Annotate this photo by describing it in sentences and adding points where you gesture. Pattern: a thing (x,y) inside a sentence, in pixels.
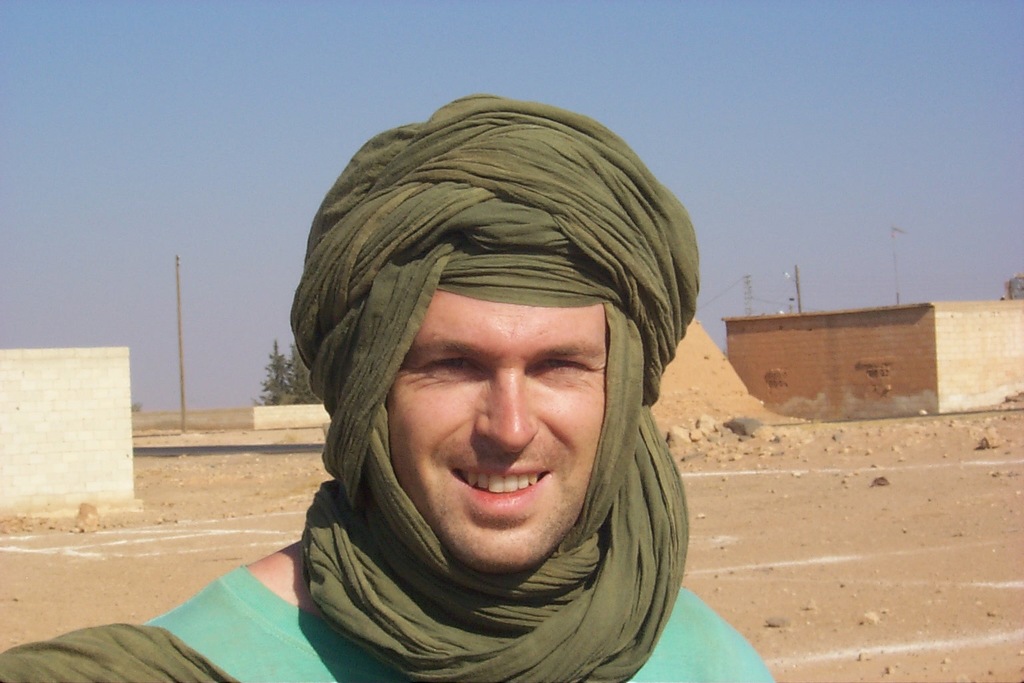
In this image we can see a person (488,541) with a smile (469,479) on his face (447,475), behind him there are few houses (847,388), trees (299,384) and sky (272,129).
